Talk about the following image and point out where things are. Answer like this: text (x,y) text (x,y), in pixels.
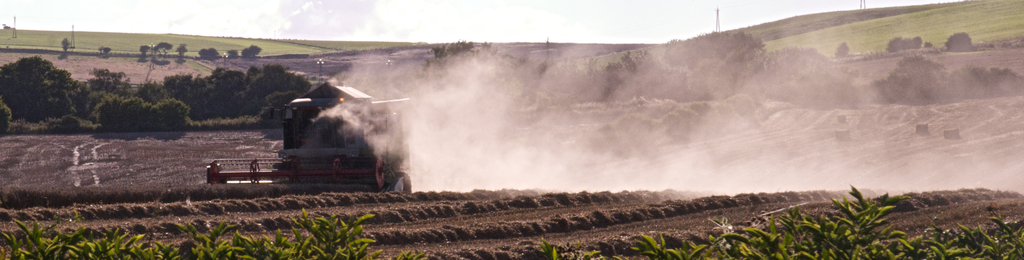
In this image, we can see a vehicle (211,167) on the ground (176,165) and we can see fields (96,68), trees (67,40), poles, plants (286,247) and there is smoke (567,58). At the top (193,19), there is sky (179,18).
